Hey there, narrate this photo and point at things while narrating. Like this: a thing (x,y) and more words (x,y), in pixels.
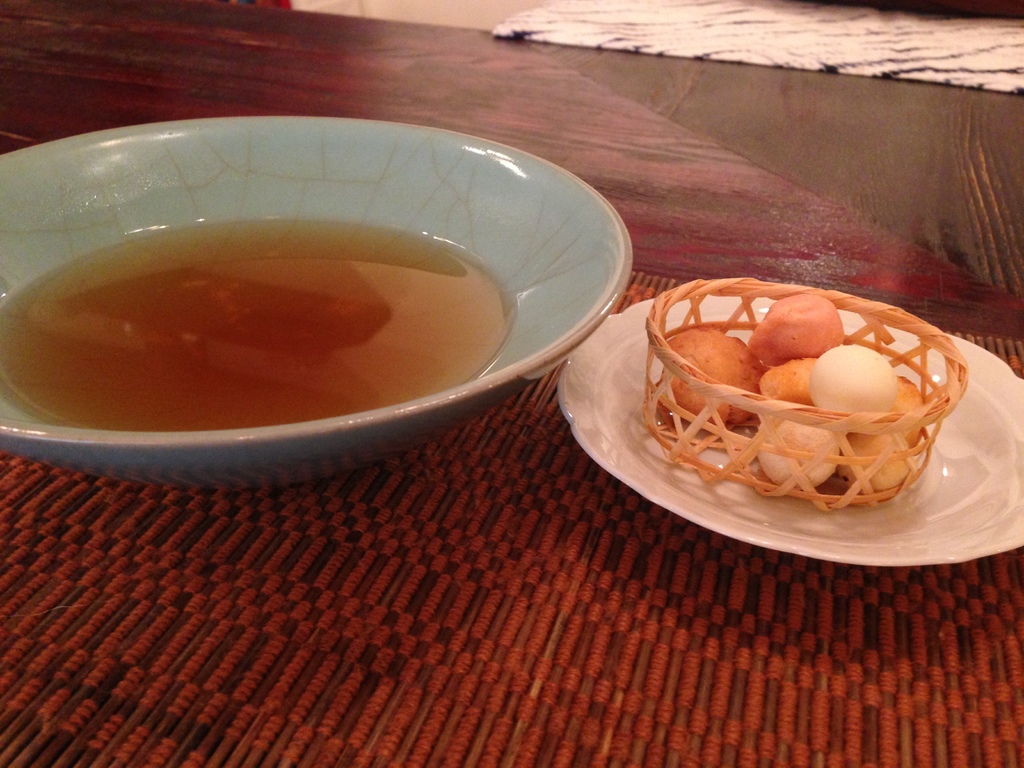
In the foreground of this image (450,650), on the table mat (340,632), there is a bowl (292,425) with liquid substance (315,362) is on the left side (333,361). On the right (886,400), there are balls like structures (827,377) in the basket (952,370) on the platter (882,537). On the top (852,47), it seems like another table mat (640,47) on the table (597,87).
